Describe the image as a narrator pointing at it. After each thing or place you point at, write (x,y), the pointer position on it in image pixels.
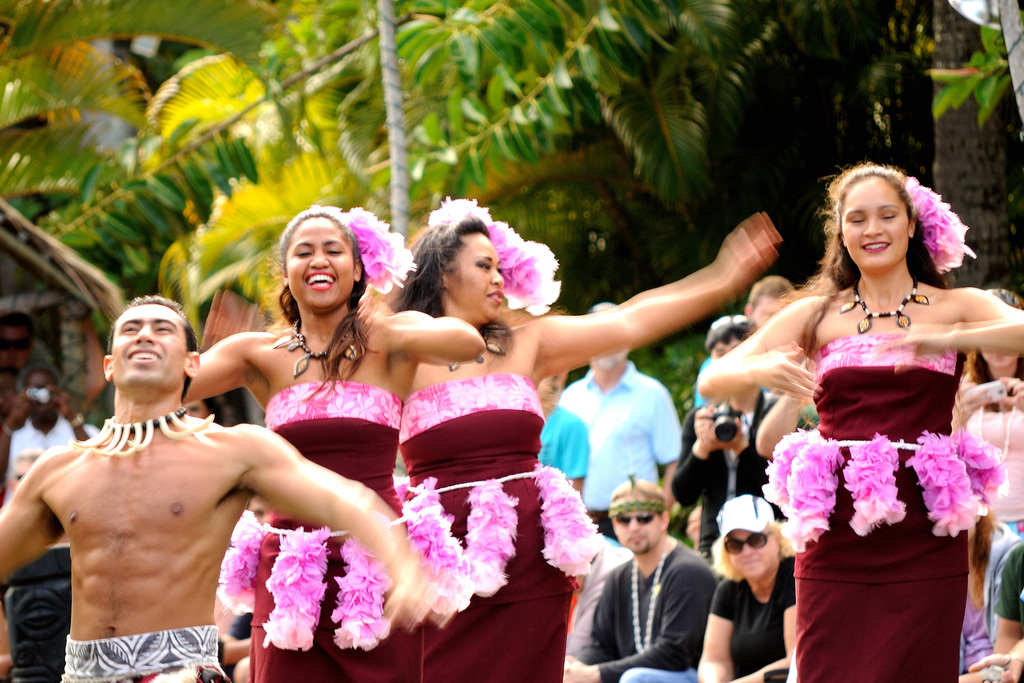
In the picture we can see a woman (963,341) are dancing with different costumes (857,494) and in front of them, we can see one man (171,377) also dancing without clothes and in the background (981,593), we can see some people (768,518) are sitting on the chairs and some people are standing and capturing them with a camera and behind them we can see some plants (644,354) and trees (74,102).
